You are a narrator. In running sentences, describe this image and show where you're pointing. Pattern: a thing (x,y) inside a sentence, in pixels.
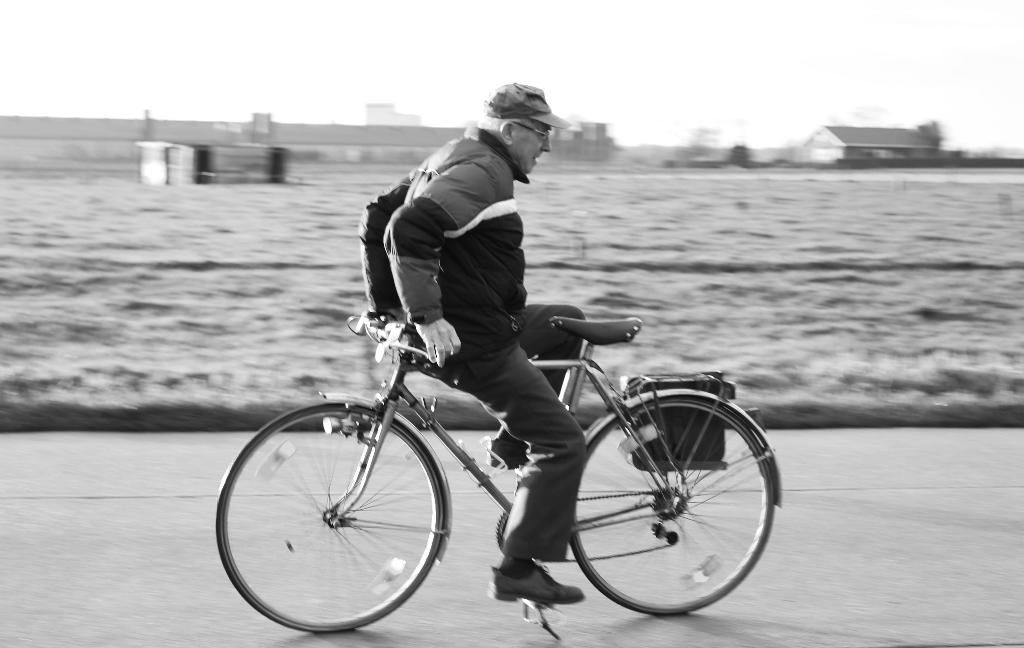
In the picture we can see a man (498,451) riding the bicycle (432,453), a man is wearing a cap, in the background (576,124) we can see sky (158,94), house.
